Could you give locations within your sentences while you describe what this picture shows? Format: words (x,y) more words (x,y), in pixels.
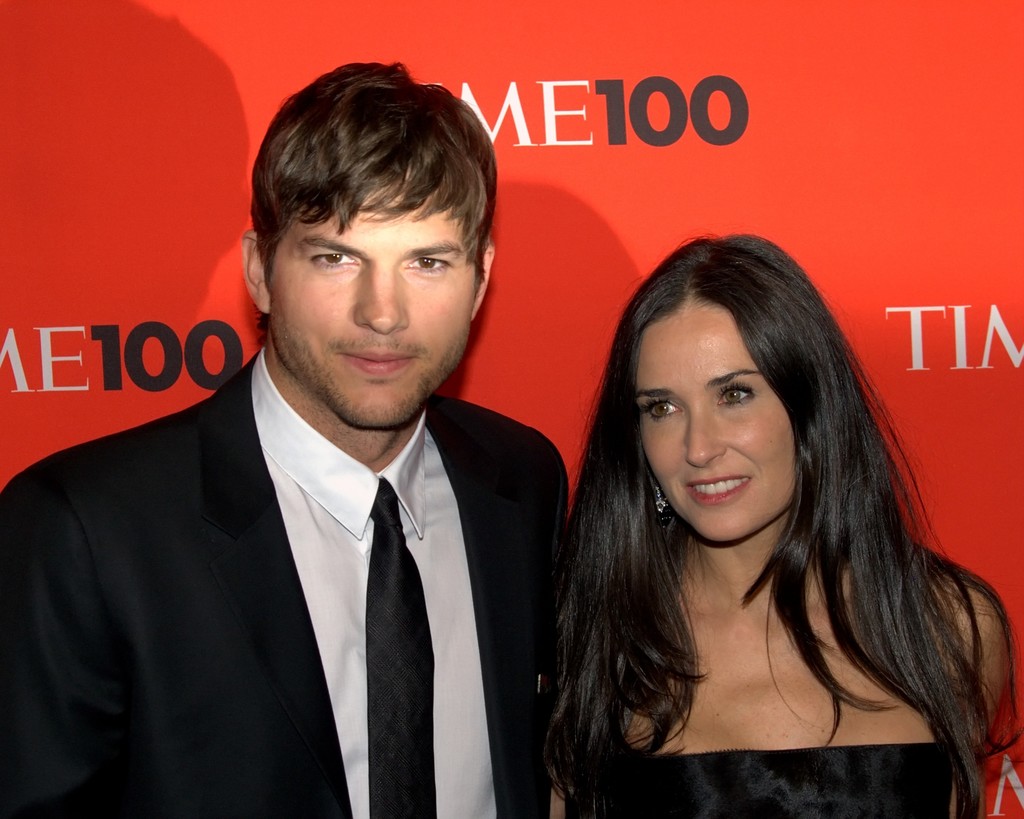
In the foreground of this image (554,708), there is a couple (621,727) standing in front of a red banner wall (778,138).
